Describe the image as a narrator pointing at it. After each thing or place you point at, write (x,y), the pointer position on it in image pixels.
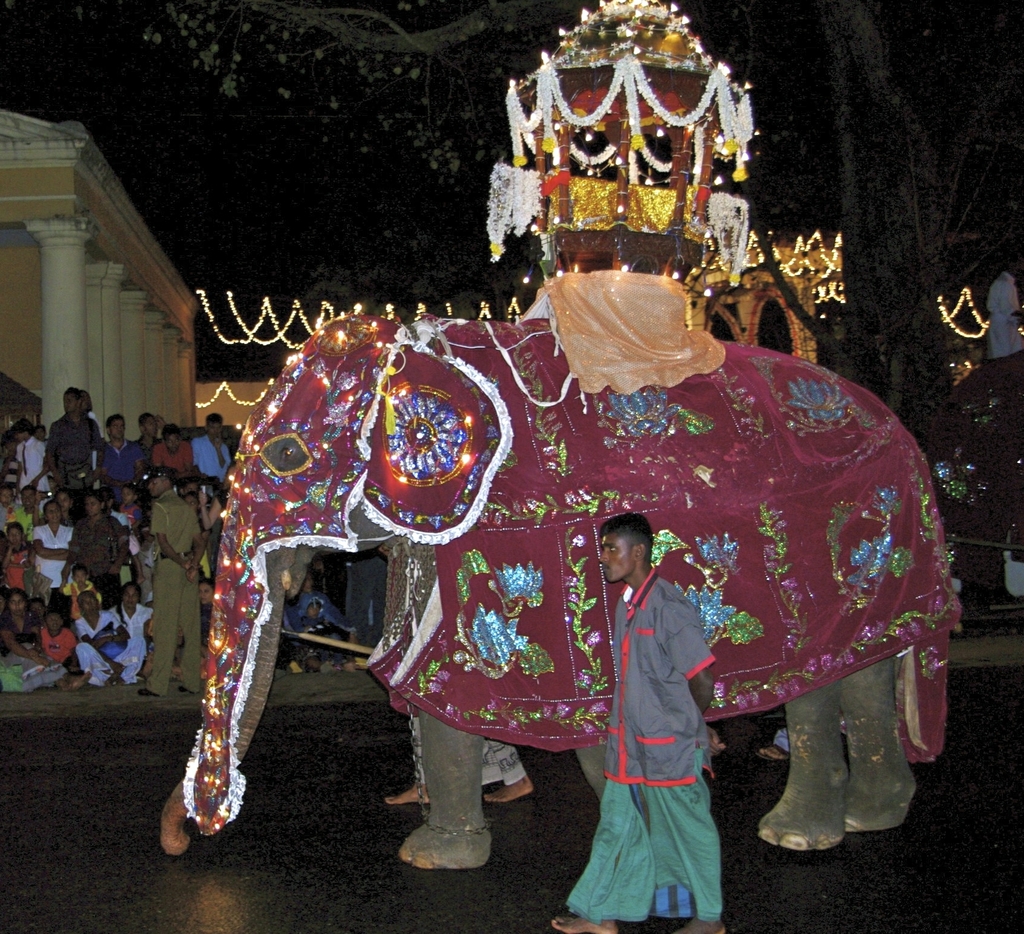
In this image we can see an elephant (456,448) wearing dress (735,370) carrying a box (665,128) decorated with flowers (667,120). In the foreground (675,759) we can see a person (667,781) standing on the ground (475,873). In the background (176,592), we can see a person (181,566) wearing the uniform (181,625), group of people (96,579) sitting on the ground (173,679), a building (150,364) and group of trees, lights (716,279) and sky (92,115).
